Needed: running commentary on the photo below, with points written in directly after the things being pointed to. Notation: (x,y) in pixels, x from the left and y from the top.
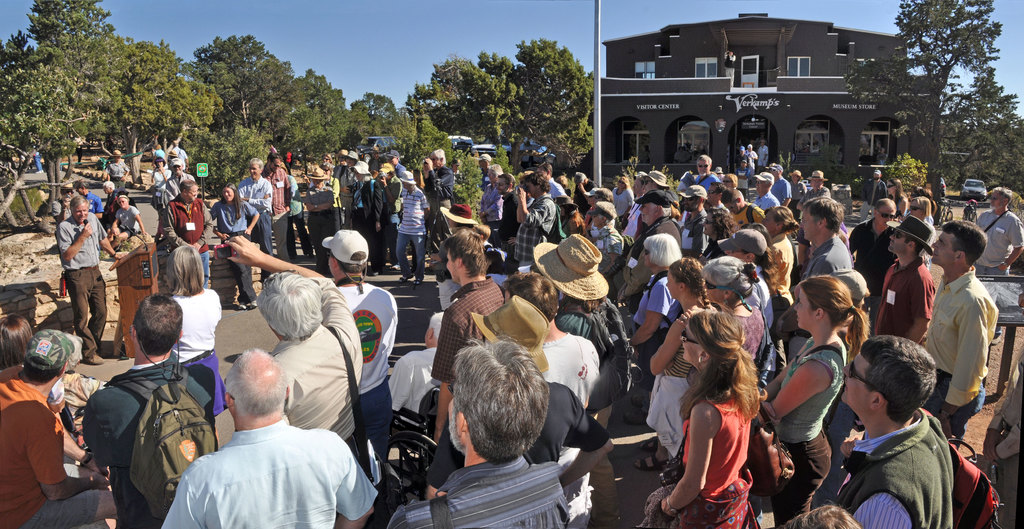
At the bottom of the image (254,466) few people (349,152) are standing and holding something and watching and there is a podium (151,266). Behind the podium (152,280) a man (91,290) is standing and holding a microphone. At the top of the image (415,112) there are some trees (966,155) and buildings (738,24) and poles (598,38). Behind them there are some vehicles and sky (1022,39).
